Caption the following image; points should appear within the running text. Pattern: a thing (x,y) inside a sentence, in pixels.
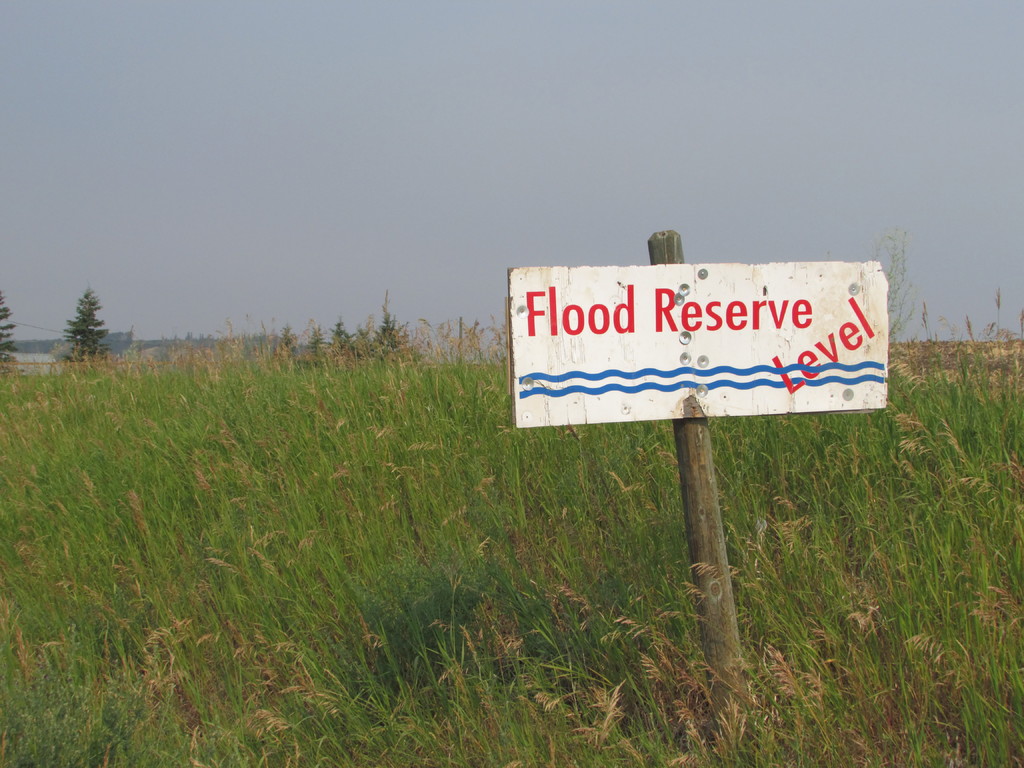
In this picture we can see board (744,378) on pole (715,542), plants (729,536) and trees (315,341). In the background of the image (299,305) we can see the sky (522,112).
